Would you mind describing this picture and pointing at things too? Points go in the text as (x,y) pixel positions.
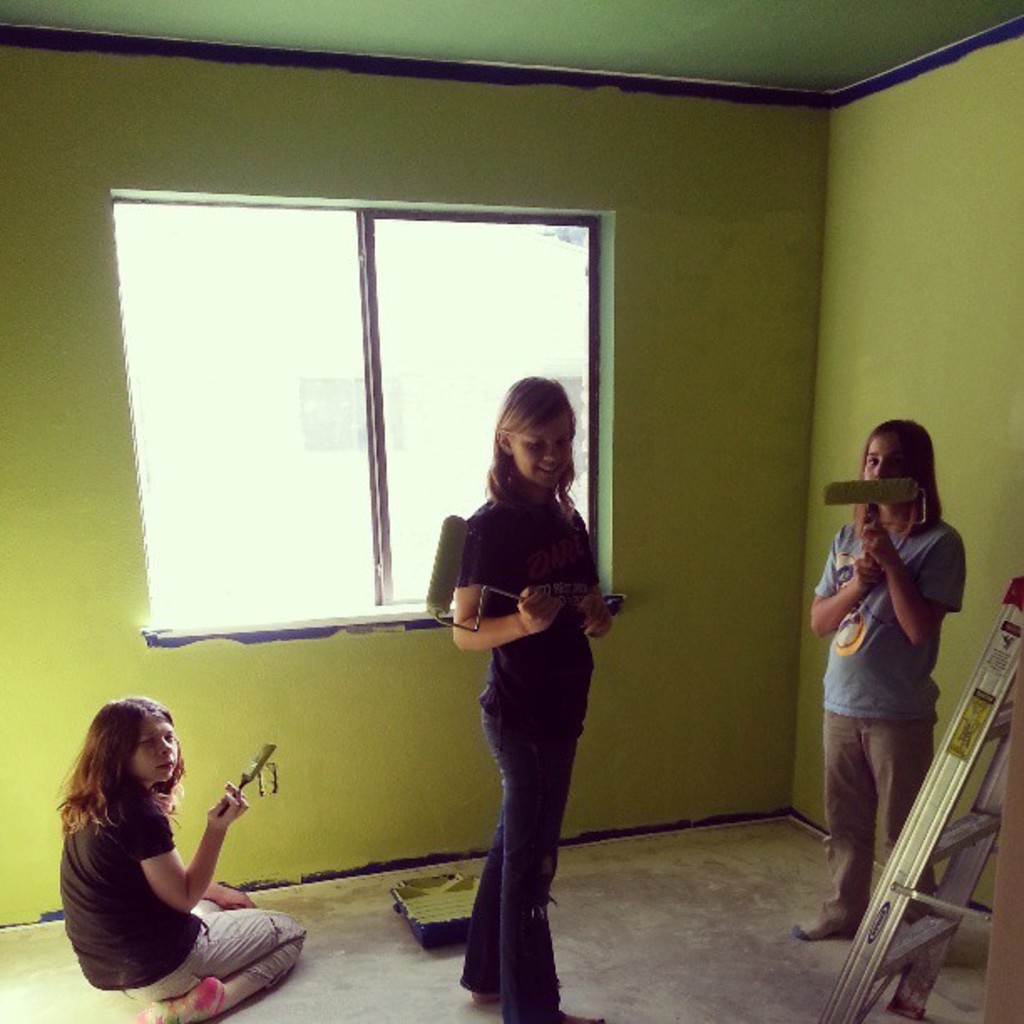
The image is taken inside a room (24,802). In this picture we can see a group of girls (905,578) painting the wall (625,376). On the right (895,949) there is a ladder (938,836). In the center (484,446) it is window (321,313). At the top (284,17) it is ceiling (582,62).
